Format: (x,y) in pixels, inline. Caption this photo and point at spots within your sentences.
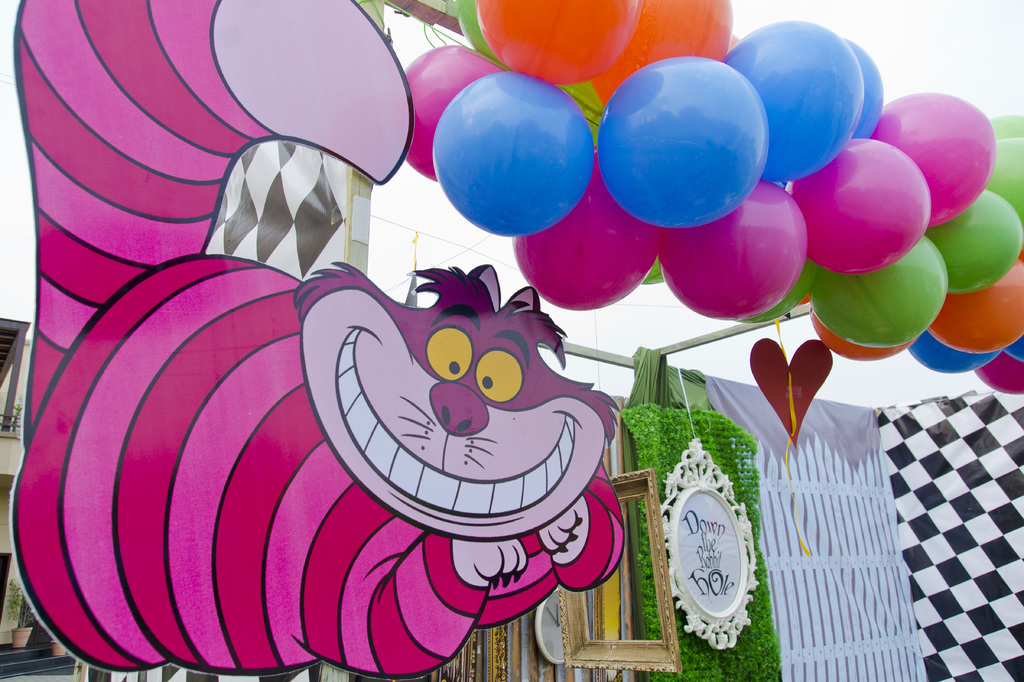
Here we can see animal board (418,446), balloons (841,127), clock (551,625) and card (798,367). Left side of the image (11,623) we can see a building (2,409) and plants (25,621).
